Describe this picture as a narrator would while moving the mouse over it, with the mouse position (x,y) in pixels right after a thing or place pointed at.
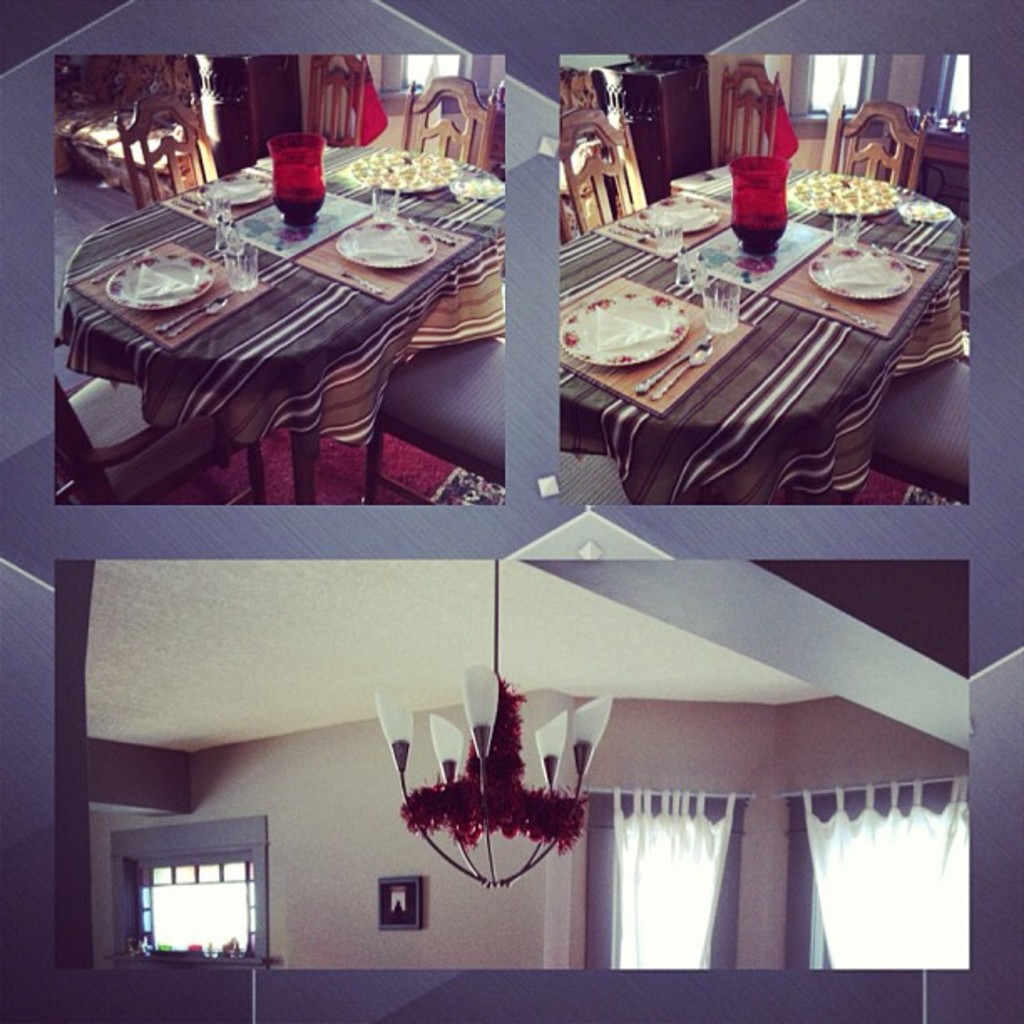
Here we can see a collage picture. There are tablecloths (245,420), plates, glasses (726,312), chairs (754,142), jars (758,163), spoons (645,233), and food (849,184). Here we can see a ceiling light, curtains (636,858), windows (634,794), and a frame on the wall (835,771).
